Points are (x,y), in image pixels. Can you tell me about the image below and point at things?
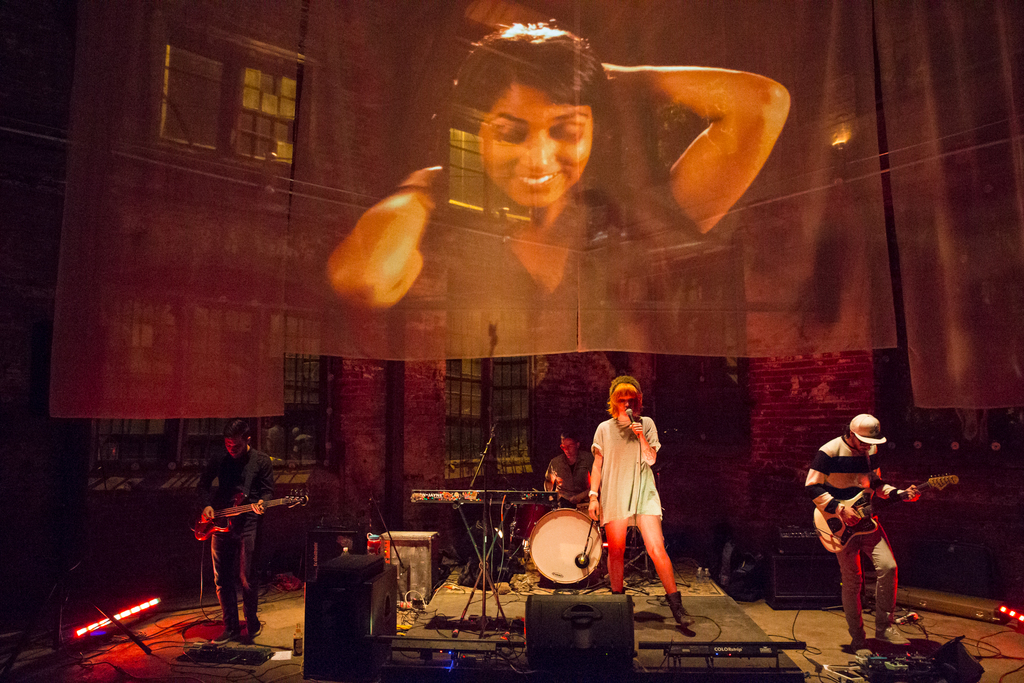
In this picture we can see four people (235,547), musical instruments (560,523), speakers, cables (717,624), lights (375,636), mic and some objects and two men (251,479) are holding guitars (861,496) with their hands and in the background (150,135) we can see windows (208,94), clothes (159,202) and a woman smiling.
